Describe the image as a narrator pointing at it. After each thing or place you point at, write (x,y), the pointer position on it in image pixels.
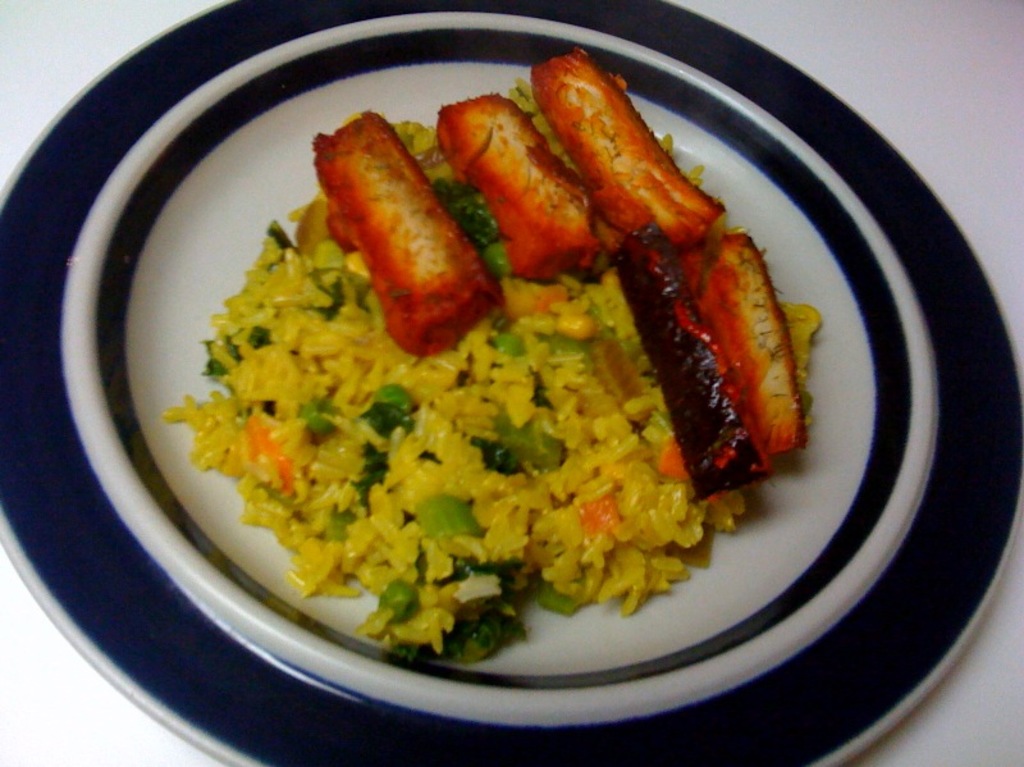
In this image we can see food items (451,306) in the plate (216,700) on a platform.
